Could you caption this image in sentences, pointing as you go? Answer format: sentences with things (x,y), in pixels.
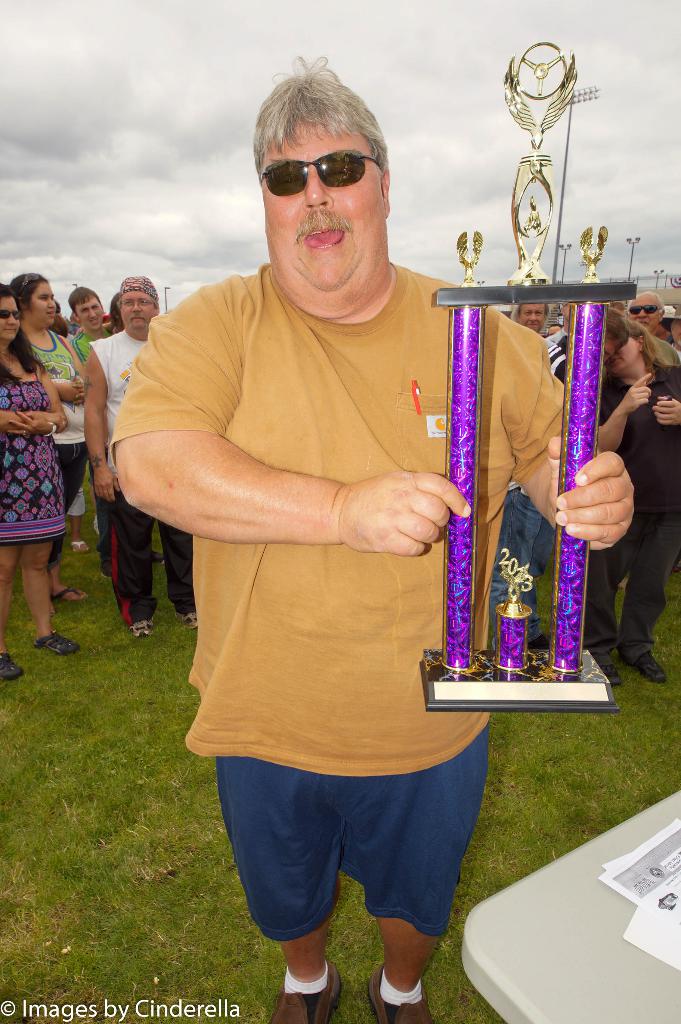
In this image we can see few people (270,493) standing in the ground (92,788), a person (380,545) is holding a trophy (523,612), in front of the person (433,435) there is a table (634,979) and papers (654,878) on the table (642,871) and sky (256,65) with clouds (256,65) in the background (502,49).
